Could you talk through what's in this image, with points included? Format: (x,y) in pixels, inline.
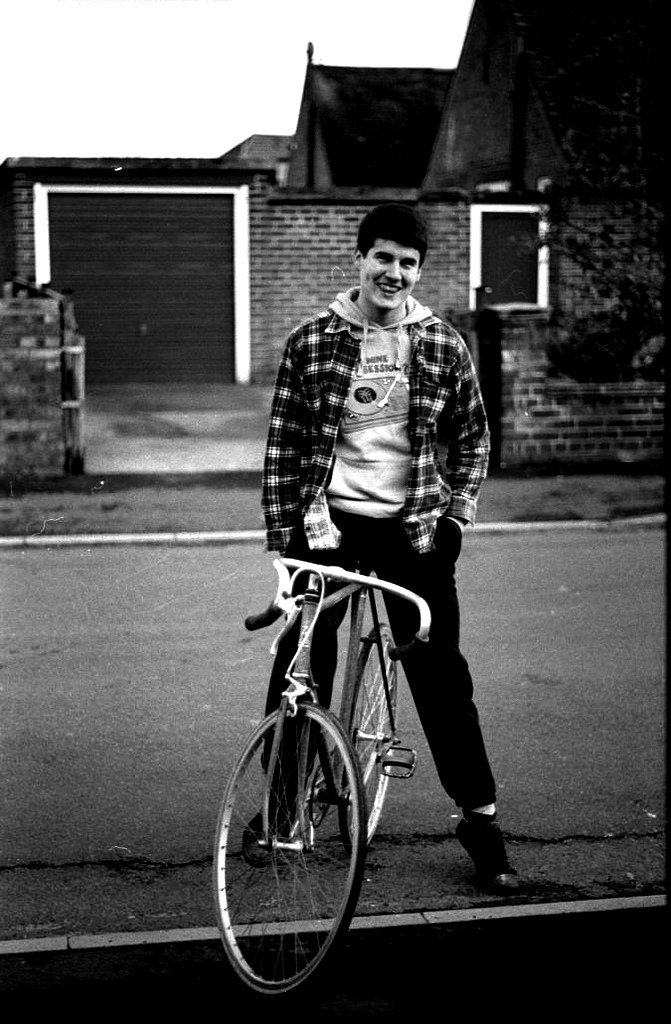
In this image there is a man (330,417) sitting on the bicycle (365,673) and smiling. In the background of the image (26,171) we can see a building (373,157).
